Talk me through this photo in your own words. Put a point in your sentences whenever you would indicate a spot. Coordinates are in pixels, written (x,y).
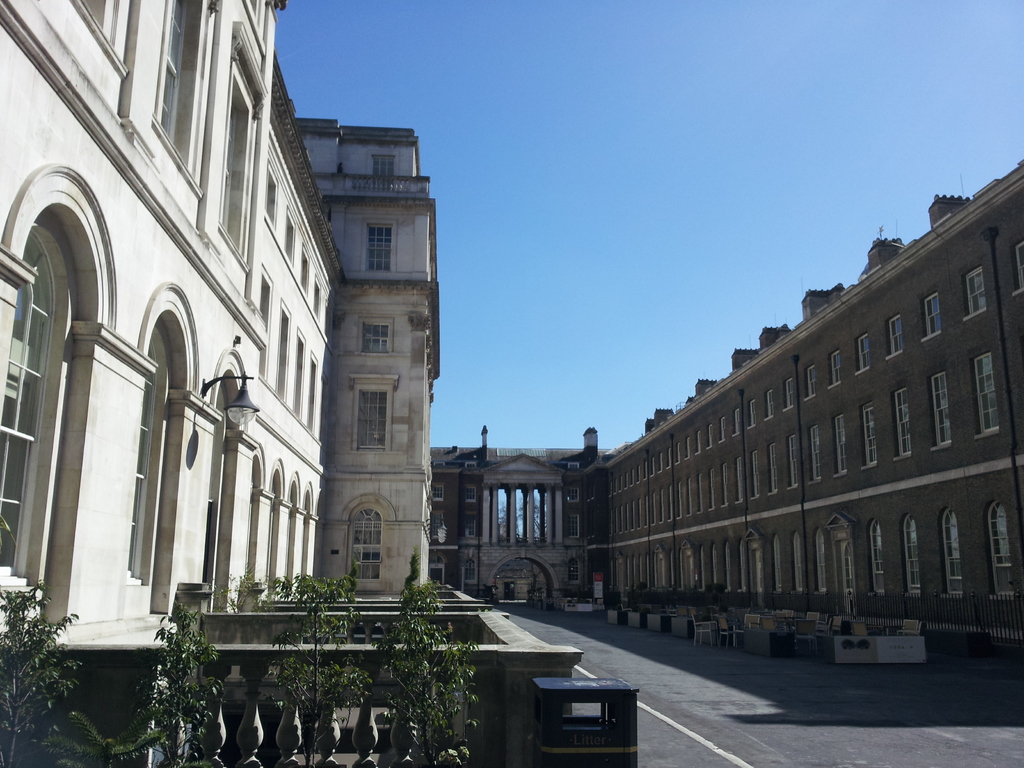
In this picture we can observe buildings (312,454). There is a road (672,700). We can observe some chairs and table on the right side (765,618). On the left side (43,674) there are some plants (422,680). In the background (536,261) there is a sky (548,173).
